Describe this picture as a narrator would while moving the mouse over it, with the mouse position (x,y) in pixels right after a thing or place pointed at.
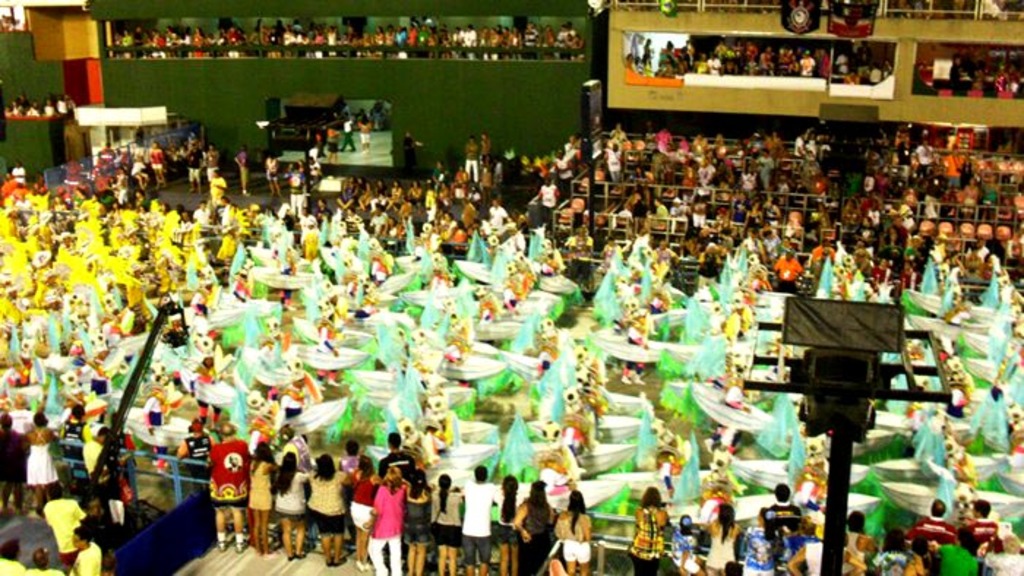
In this image we can see many people (442,225). Some people (161,231) are wearing costumes (495,358). Also there is a railing (603,524). And we can see a person (97,454) standing near to a camera (140,352). In the back (451,99) there is a wall (406,106). Also there is a screen (381,144). And there are railings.
